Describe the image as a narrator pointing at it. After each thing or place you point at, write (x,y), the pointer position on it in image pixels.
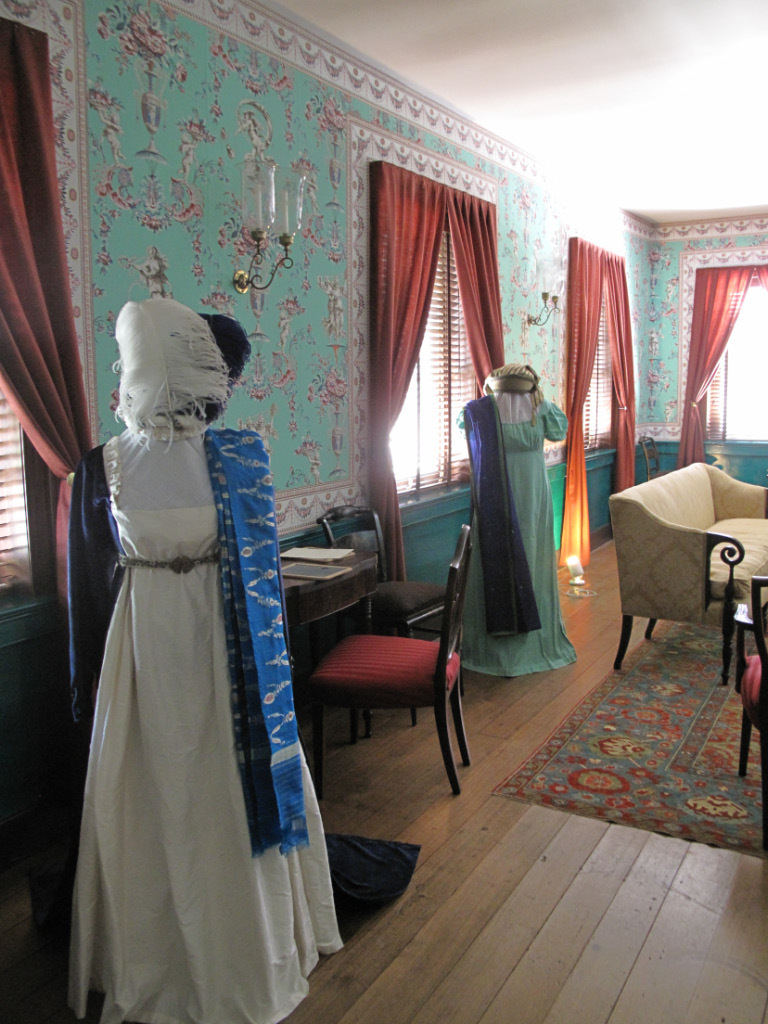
In this picture there are dress forms (177,830) Standing and there are a couple of chairs (408,625) here and is a couch (676,570) on to right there is a window (743,329) and curtain (719,351) and we also have lights (292,199) here.
